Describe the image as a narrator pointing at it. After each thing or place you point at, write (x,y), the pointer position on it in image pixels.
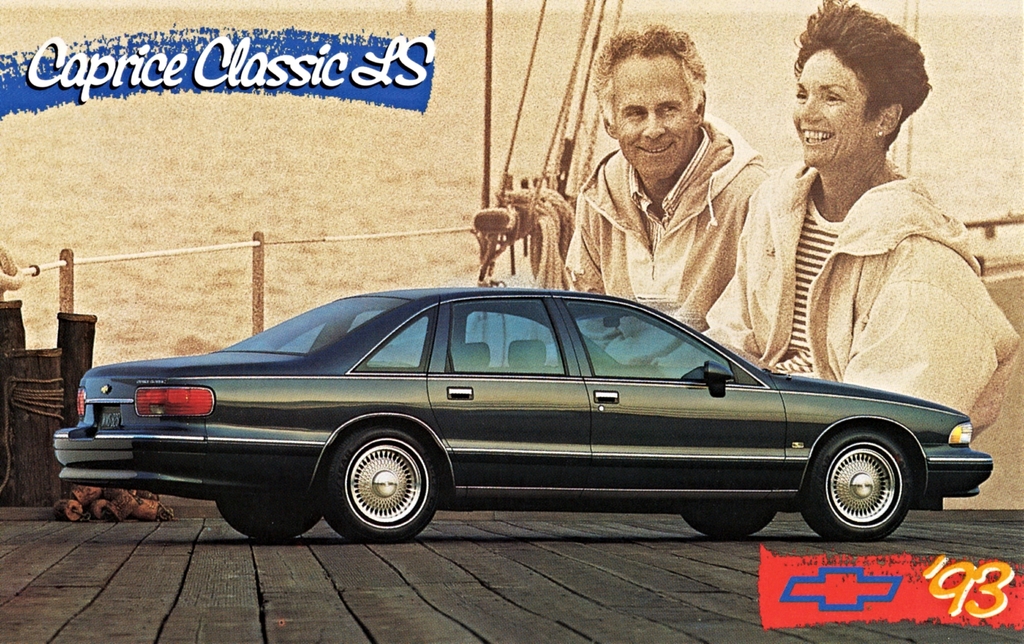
Here we can see a car (962,459). In the background (850,8) we can see a man (646,246) and a woman (781,262) on the poster (737,265). They are smiling.
